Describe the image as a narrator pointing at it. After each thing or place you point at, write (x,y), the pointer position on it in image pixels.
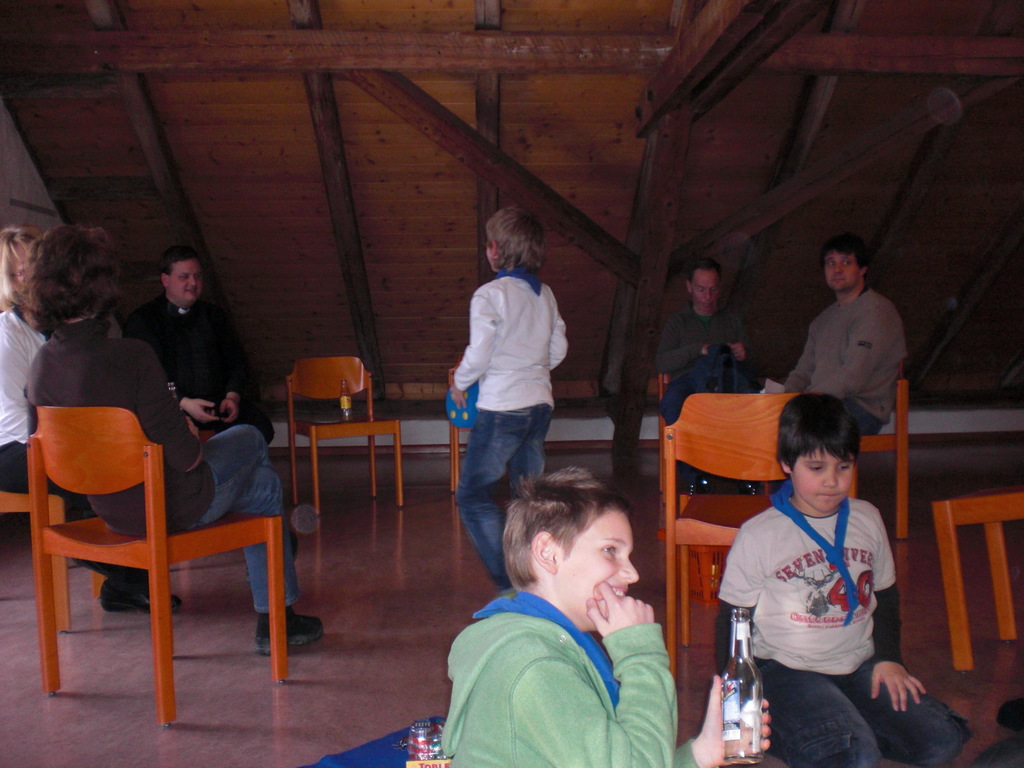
In this image there is a boy (520,325) who is standing in a white dress (512,358). On the right (868,344) there are two mans (719,329) sitting on a chair (896,437). On the bottom (776,664) there are two kids (603,652) who are sitting on the floor (752,767). This kid (614,703) was wearing a green color hoodie (570,701) and holding a bottle (738,681). On the left side (210,362) there are three peoples (100,359) sitting on a orange chair (161,564).
